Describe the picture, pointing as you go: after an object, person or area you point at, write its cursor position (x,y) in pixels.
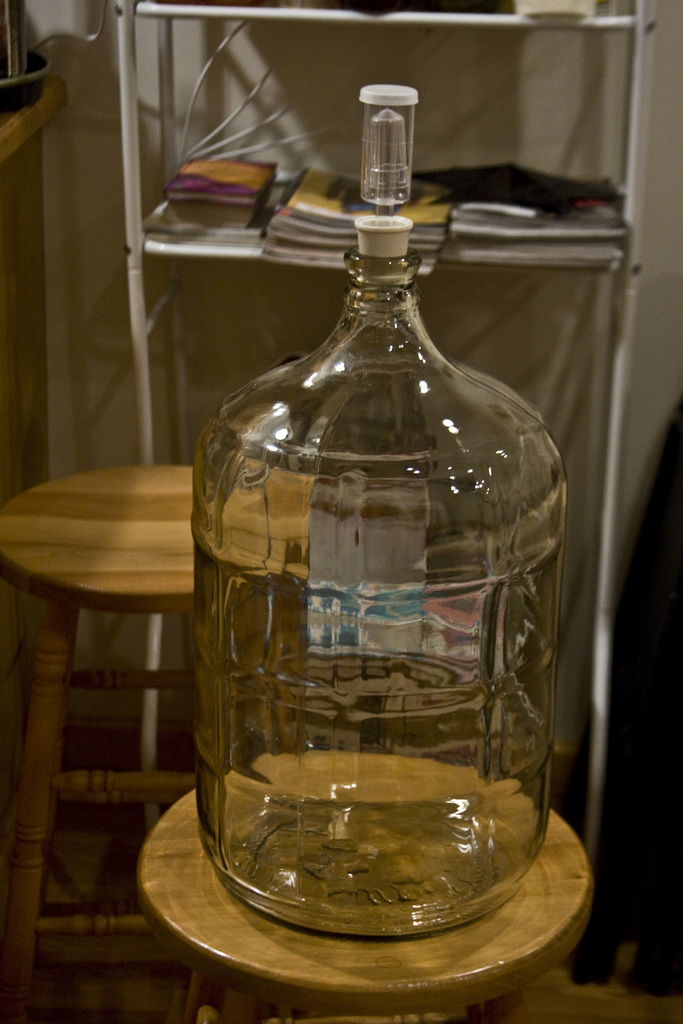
A glass jar (364,440) is placed with a nozzle (391,254) in its mouth (388,265) on a stool (552,881) in a room (368,933).
